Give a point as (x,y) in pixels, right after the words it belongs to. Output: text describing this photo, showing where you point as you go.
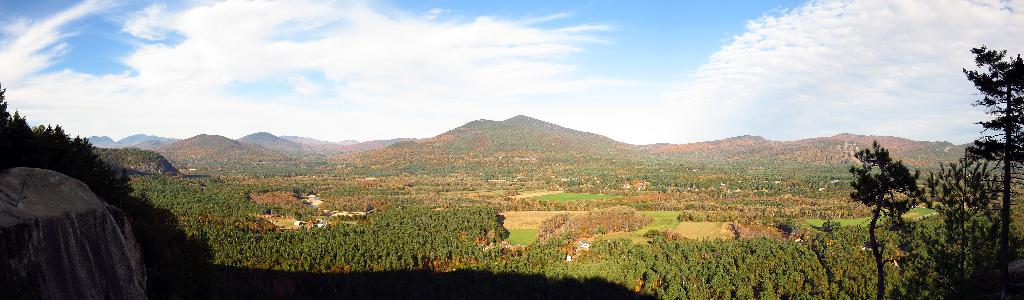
Sky (362,54) is cloudy. Far there are mountains (846,140) and number of trees (664,245).
